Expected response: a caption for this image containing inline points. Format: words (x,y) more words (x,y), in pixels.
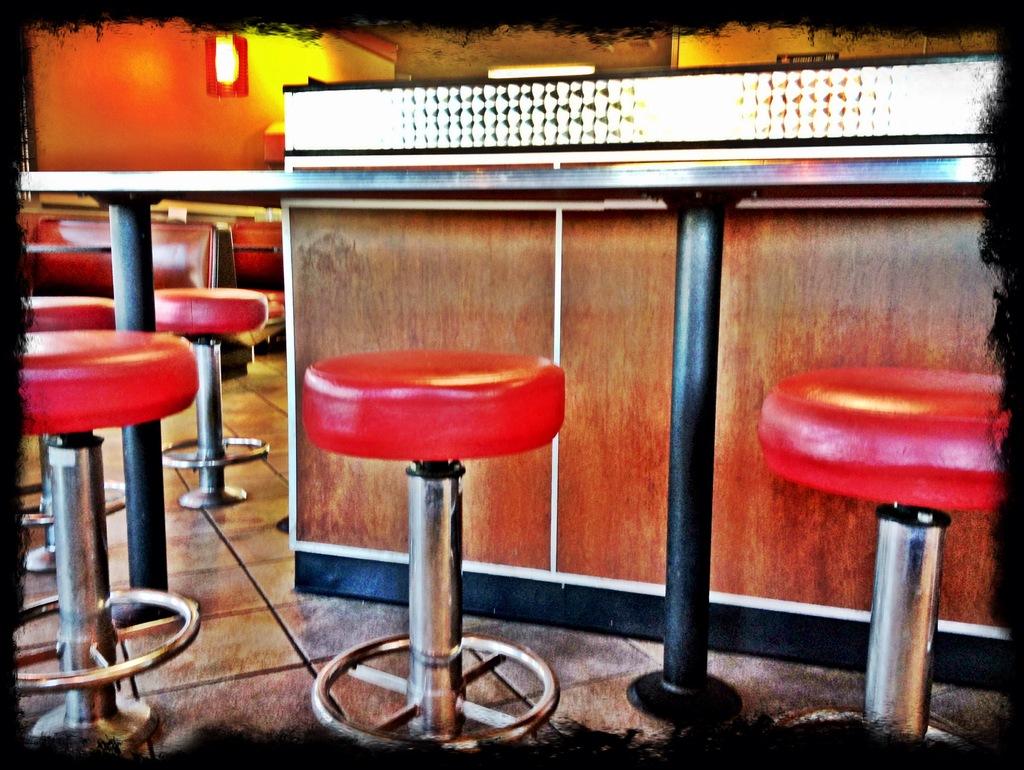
In the center of the image (544,287) we can see a counter (585,117), tables (477,175), stools (330,445) are present. At the bottom of the image (233,666) floor (235,600) is there. At the top left corner (182,72) wall (183,62) and light (212,79) are present.
